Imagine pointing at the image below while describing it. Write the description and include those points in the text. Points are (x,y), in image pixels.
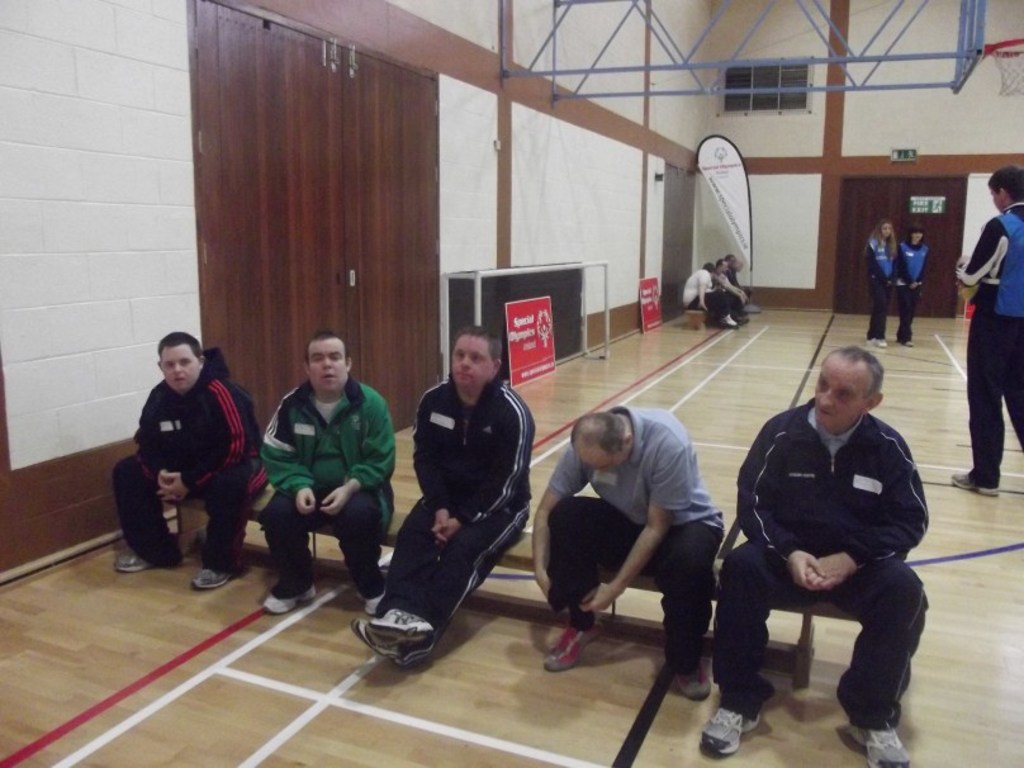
In this image we can see group of persons (772,449) sitting on the bench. In the background (299,198) we can see door (436,213), persons (970,328), ventilator (778,93), iron rods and wall (898,111).
